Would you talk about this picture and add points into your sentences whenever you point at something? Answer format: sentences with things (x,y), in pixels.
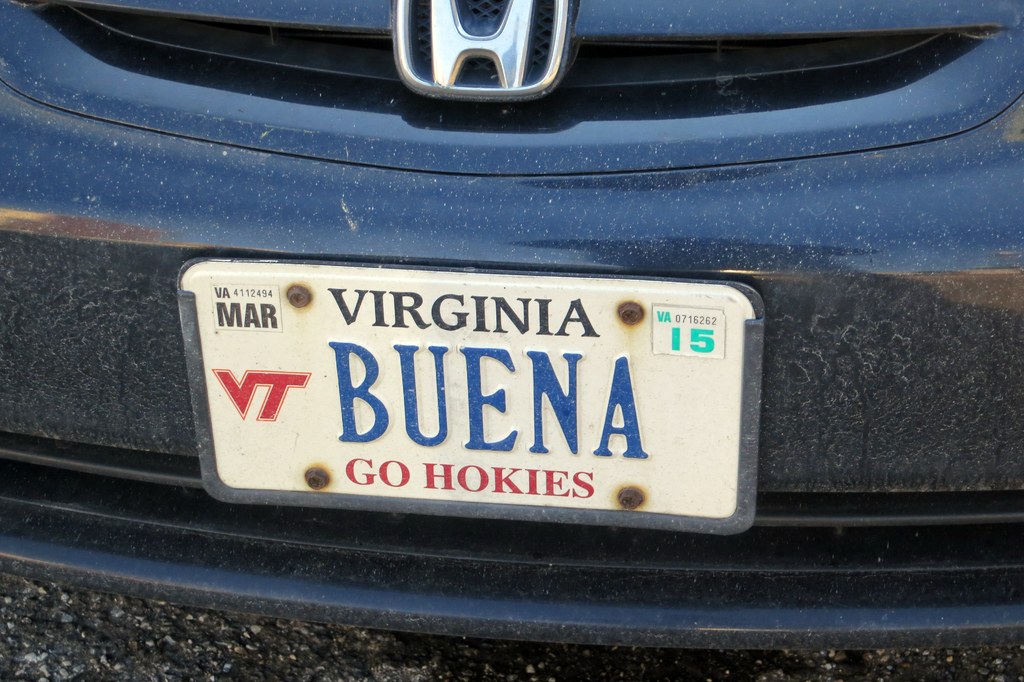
In this image there is a nameplate (489,401) on the car (179,326).
